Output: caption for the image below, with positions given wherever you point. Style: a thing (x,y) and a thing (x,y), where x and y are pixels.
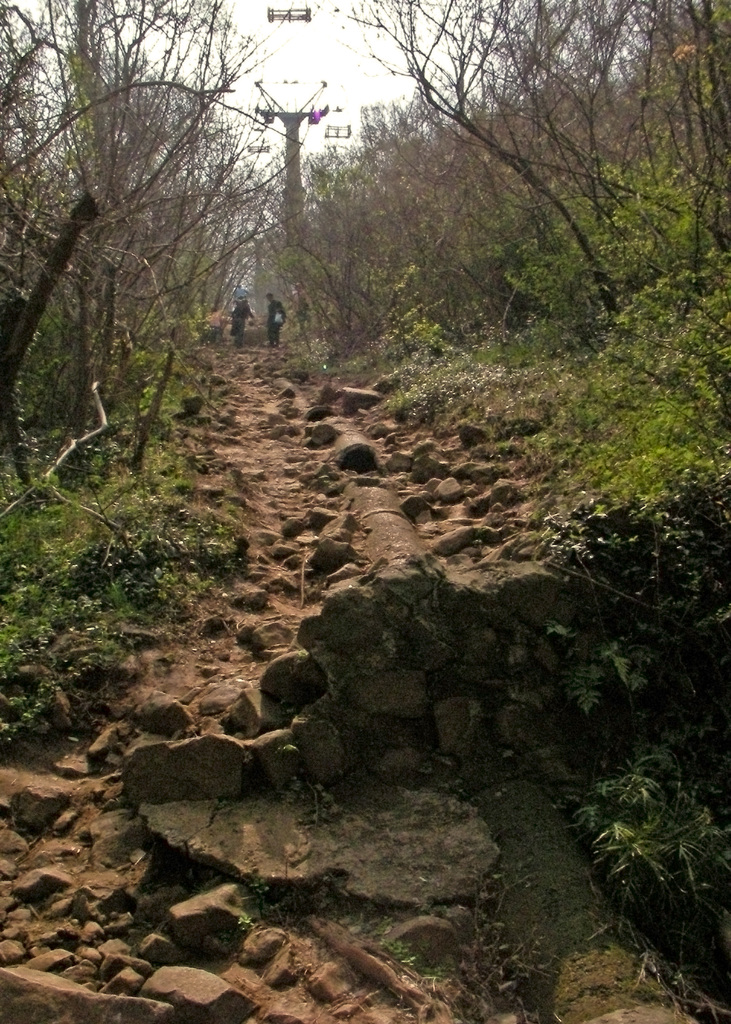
In this picture we see 2 people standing on a rocky walking path (336,739) with trees (81,379) and bushes (392,273) on either side.
